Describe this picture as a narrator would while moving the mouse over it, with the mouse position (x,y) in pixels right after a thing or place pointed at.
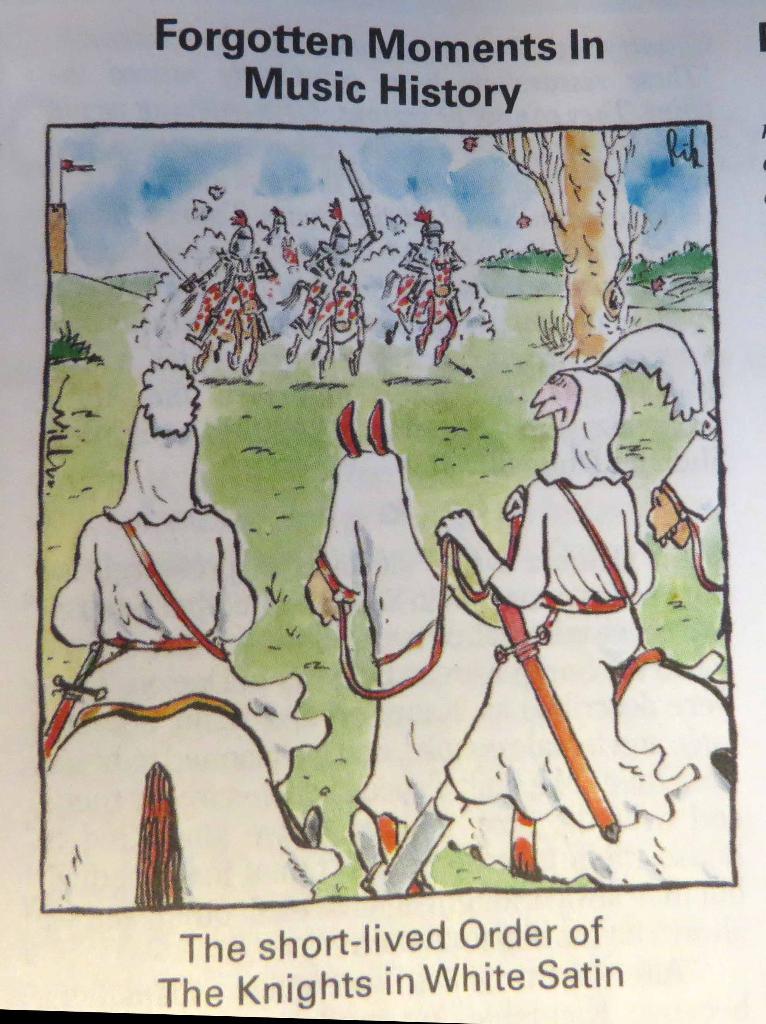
As we can see in the image there is a paper (368,399). On paper (229,468) there is grass (250,534), horses (362,542), few people (368,243) sitting on horses (361,530) and something written.
